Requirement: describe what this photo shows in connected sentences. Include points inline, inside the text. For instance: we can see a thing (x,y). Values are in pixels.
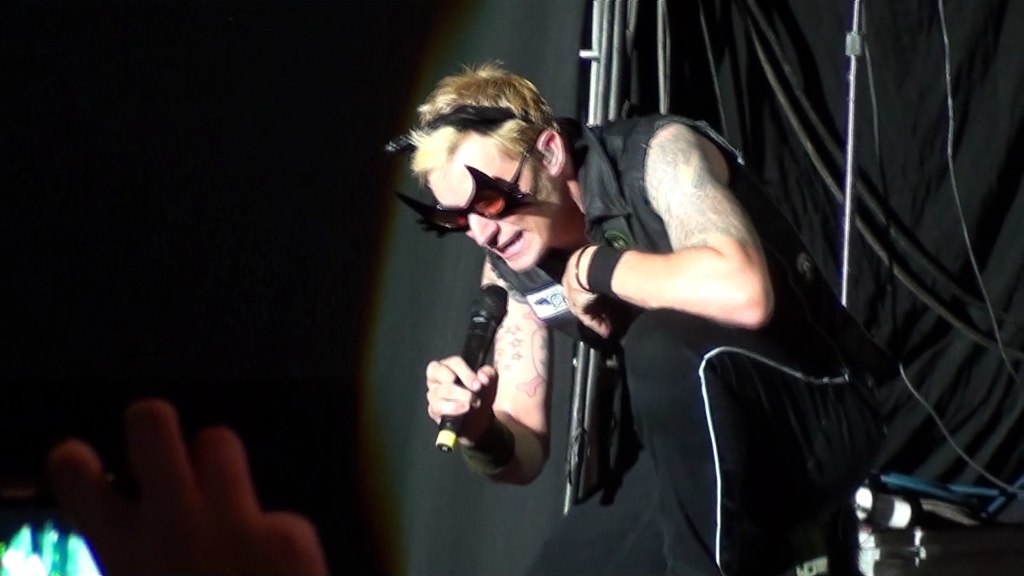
In this image we can see a person (616,316) holding a mic (490,319) and in the background (874,58) there are few rods (849,87) and a black color curtain (858,132) and in the left side (189,479) we can see a person's hand (167,505).
